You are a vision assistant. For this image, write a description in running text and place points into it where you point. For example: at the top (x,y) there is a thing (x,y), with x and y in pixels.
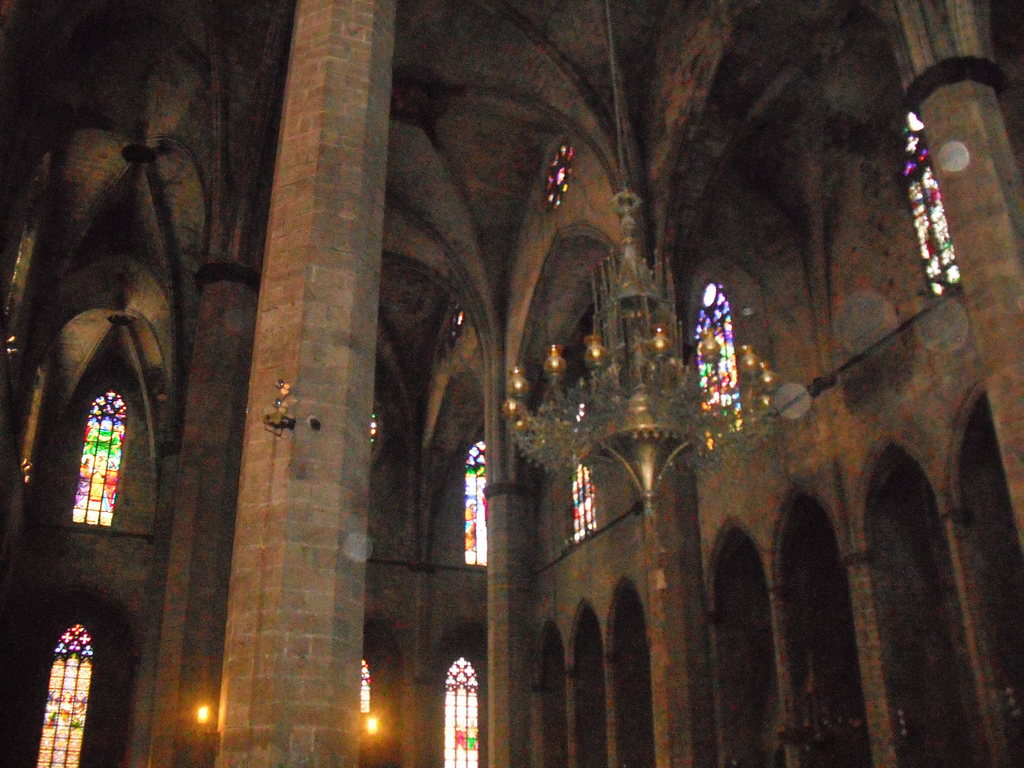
In this picture we can see a chandelier (536,417), pillars (951,167), lights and this is an inside view of a building (871,486).
